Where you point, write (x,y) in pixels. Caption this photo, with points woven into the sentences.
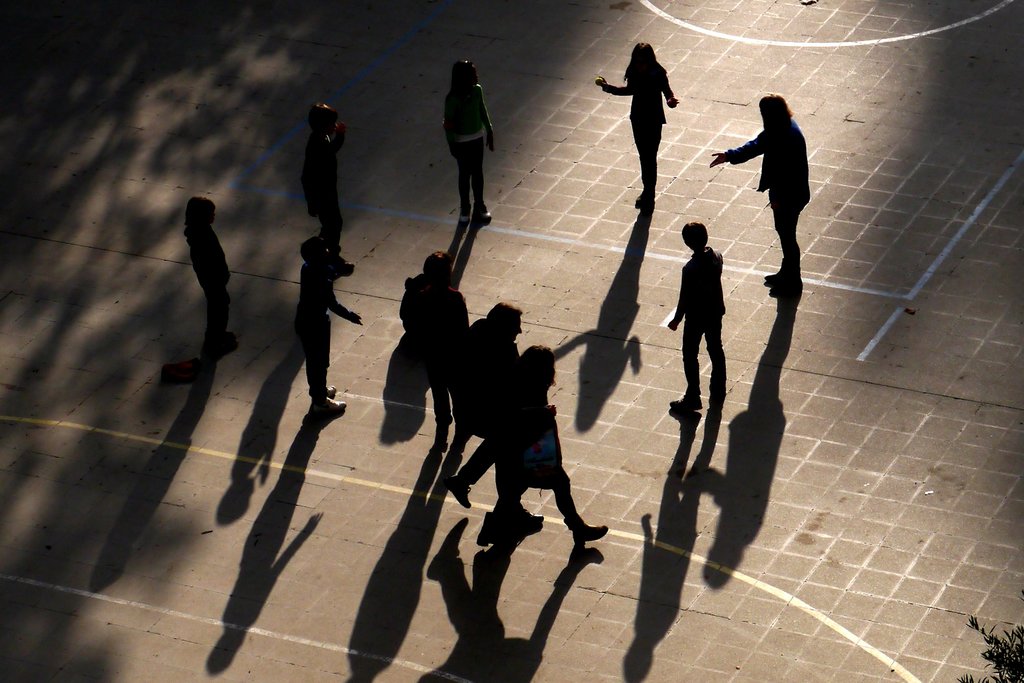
In this image we can see a group of people (692,238) standing on the ground (354,348). At the bottom right (1002,637) we can see some leaves (990,650) to the branch (990,650) of a tree (990,650).
